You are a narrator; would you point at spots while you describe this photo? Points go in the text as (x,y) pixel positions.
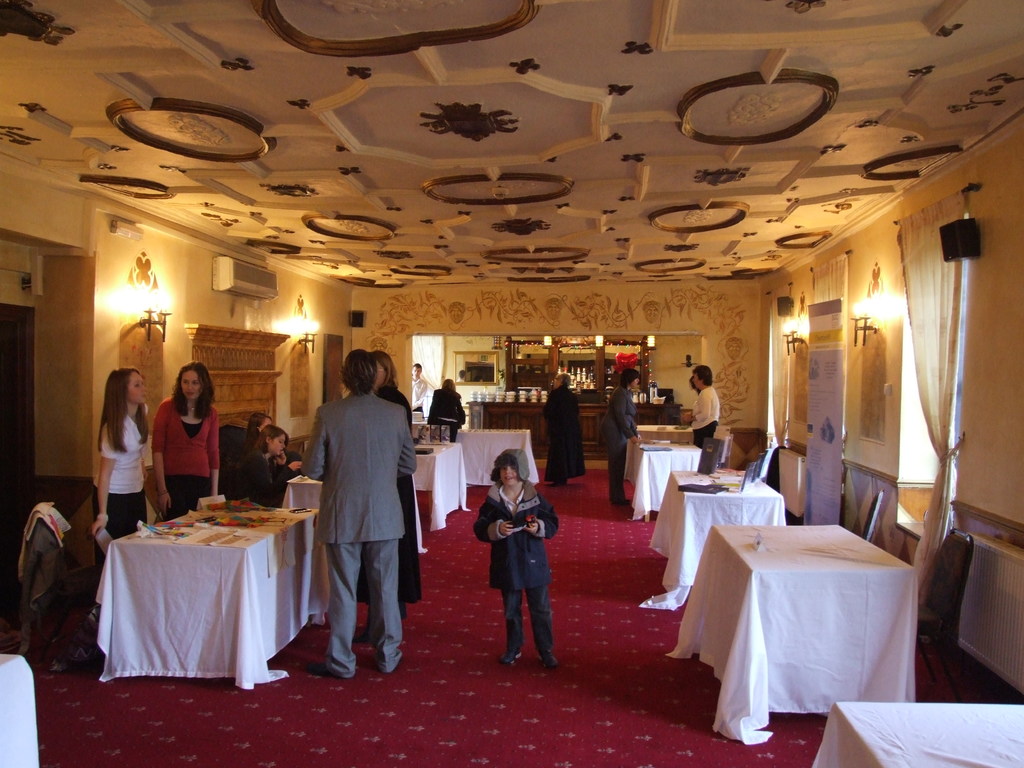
This Picture describe about the inner view of the hall (481,603) in which three woman (173,418) and a man (381,459) is standing and discussing something. In the middle (525,508) a boy (511,508) wearing blue jacket (511,542) holding the mobile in his hand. On the both the corner right (759,679) and left side (145,609) we can see the table (821,616) with white clothes (765,505) on it, On the right side (807,514) we can see the roller banner (833,460) and a light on the wall (761,417), Left side (229,285) we can see the split ac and some hanging light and a beautiful flower design ceiling top (284,257).
